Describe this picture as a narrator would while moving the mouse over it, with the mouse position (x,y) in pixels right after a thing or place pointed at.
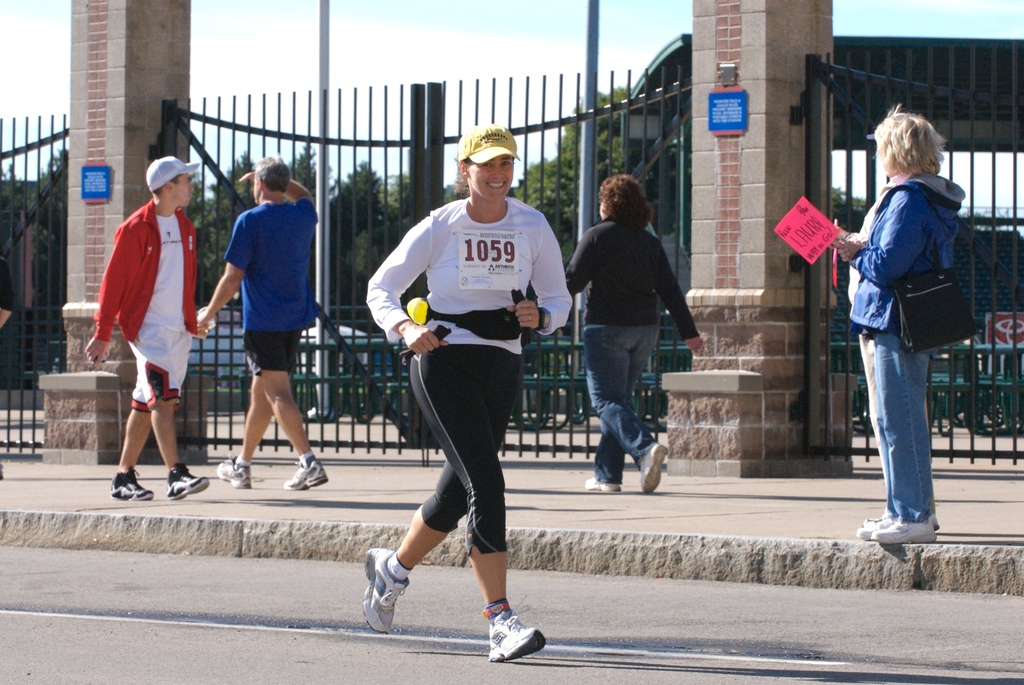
In this image there is a woman (457,477) running on a road (836,657), in the background (123,498) there are people (952,318) walking on a footpath (675,494) and there is a railing (646,82), pillars (767,100), trees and the sky (489,79).
